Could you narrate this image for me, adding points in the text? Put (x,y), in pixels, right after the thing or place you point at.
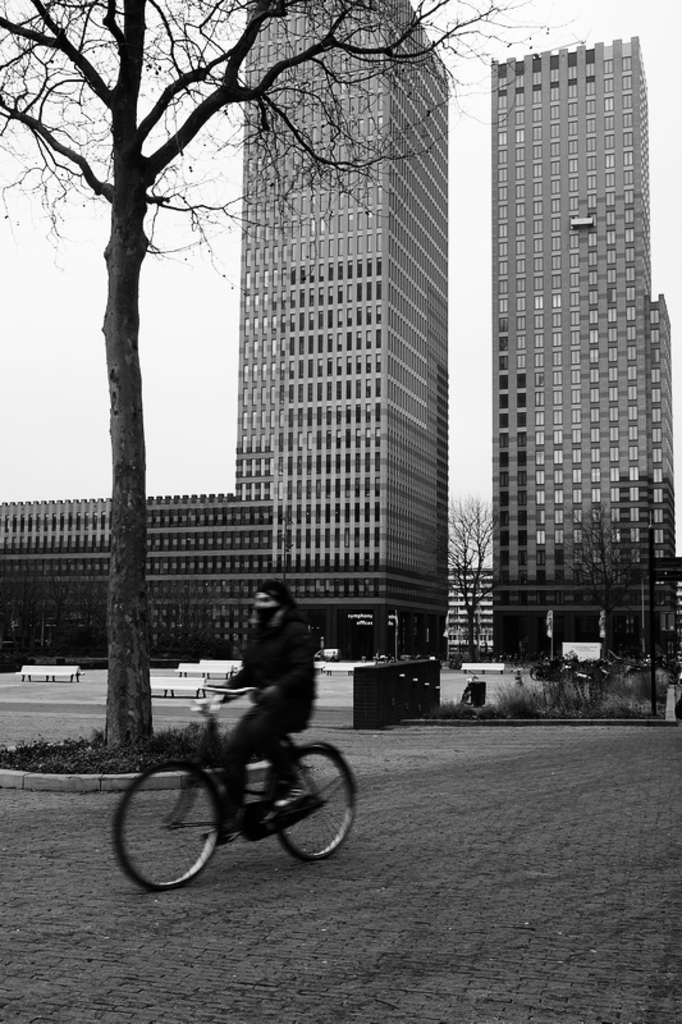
There is a person (266,735) riding a bicycle (269,833) on the road (357,964). There are two buildings (438,319). To the left side (141,433) there is a tree (143,479). And to the bottom of the tree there is a grass (147,754).
